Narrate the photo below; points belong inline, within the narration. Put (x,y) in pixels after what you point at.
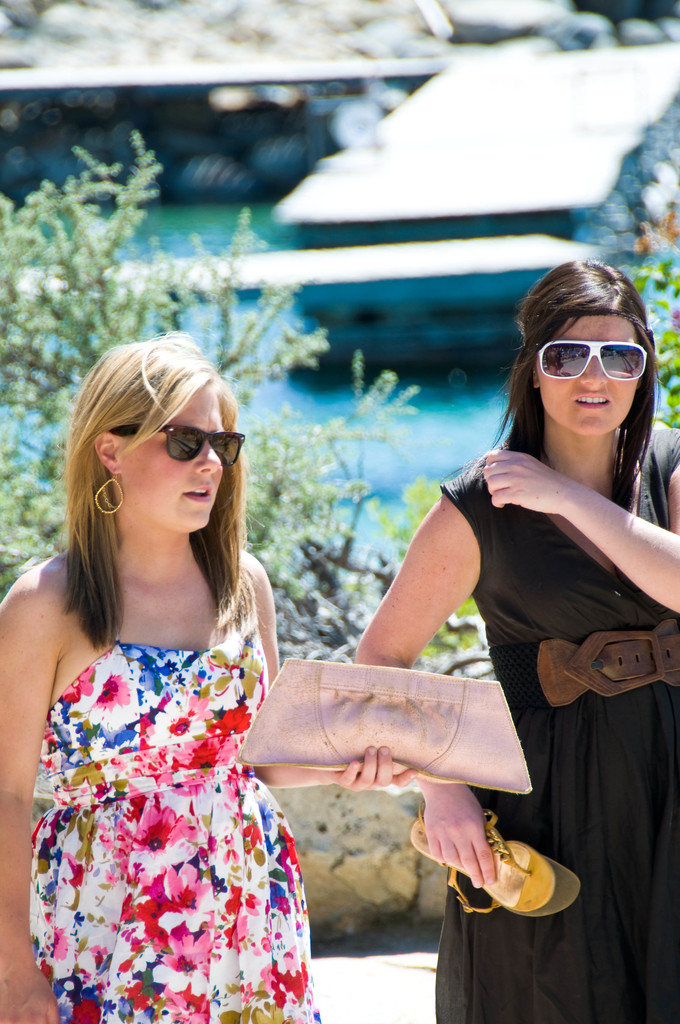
On the left side of the image (156,754) we can see a lady (216,827) standing and holding a wallet (358,736), next to her there is a lady (600,892) holding a footwear (523,869). In the background (150,315) there are trees (299,323) and we can see some objects (333,265).
